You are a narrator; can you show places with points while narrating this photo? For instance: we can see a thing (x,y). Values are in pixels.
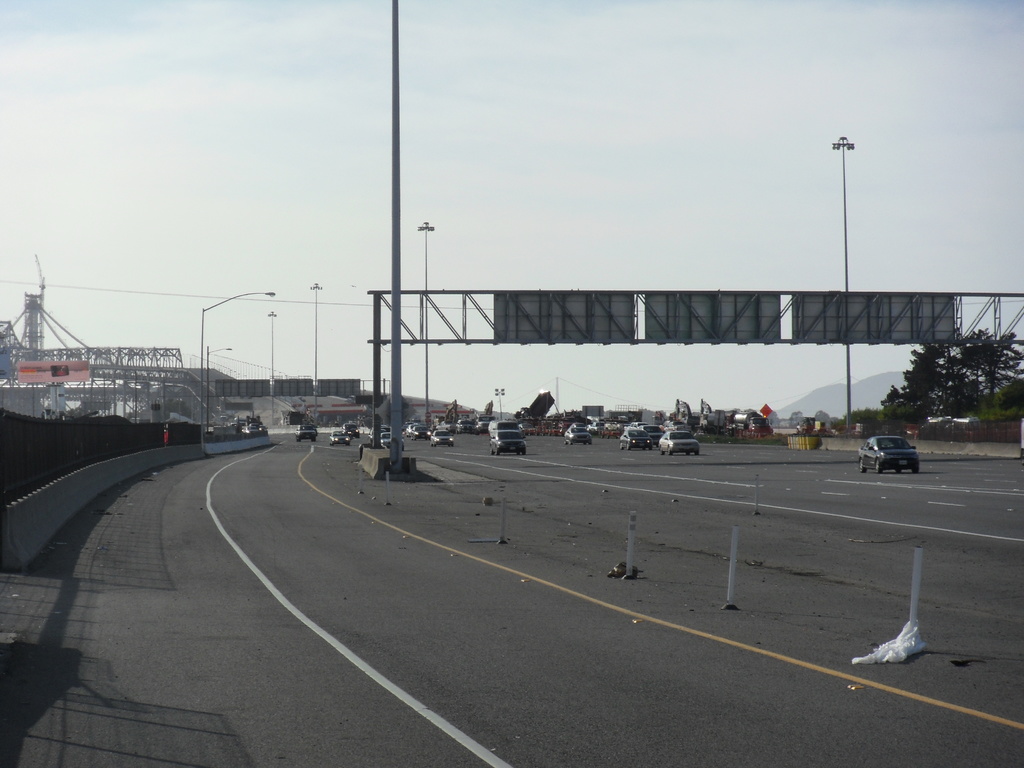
In the foreground (556,334) I can see a fence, boards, street lights (397,399) and fleets of cars (383,430) on the road (518,465). In the background (882,397) I can see a bridge (112,356), tower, trees (911,375) and mountains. At the top (288,120) I can see the sky (345,194). This image is taken during a day on the road (250,594).
